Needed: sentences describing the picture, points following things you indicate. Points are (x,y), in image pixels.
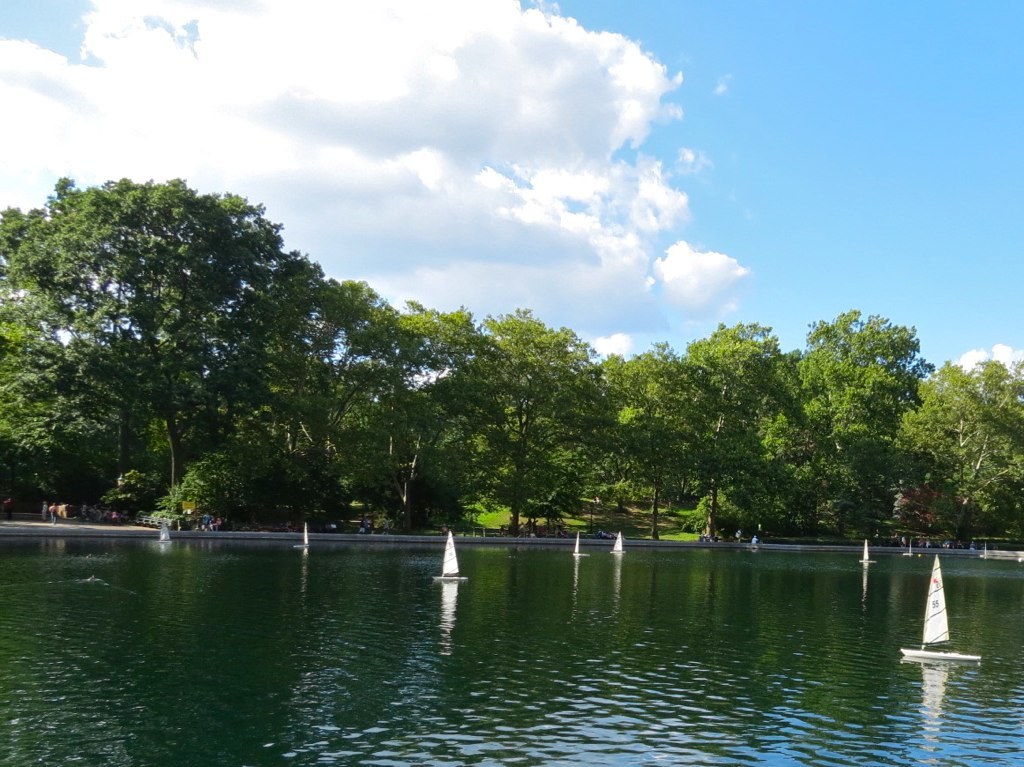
In this image there are boats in the water (454,687). In the background of the image (586,444) there are trees (600,408) and sky (789,107).
